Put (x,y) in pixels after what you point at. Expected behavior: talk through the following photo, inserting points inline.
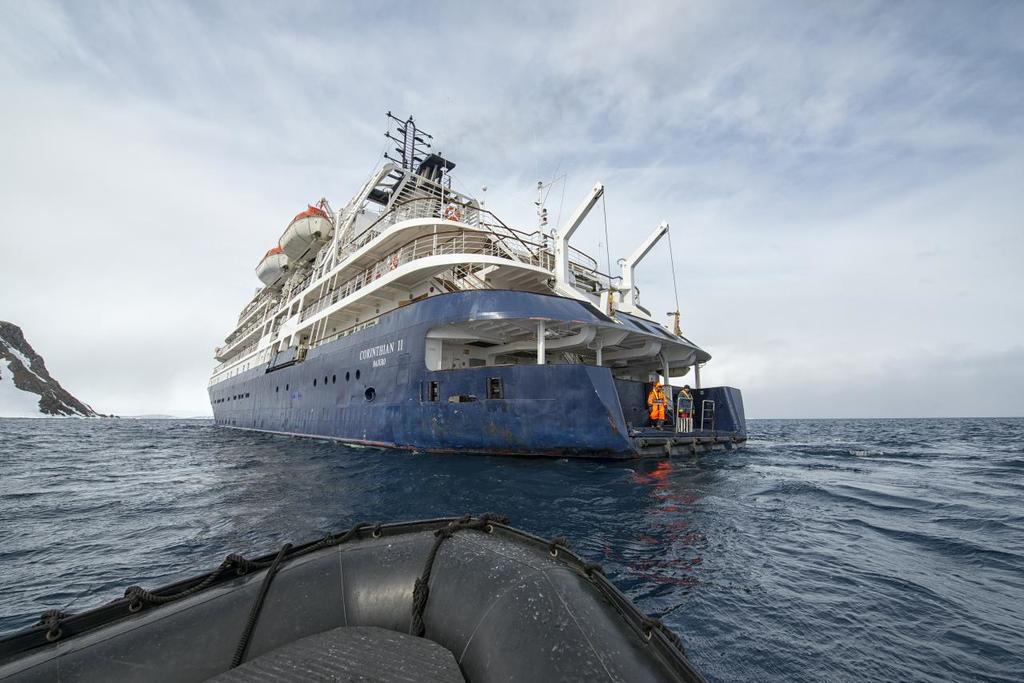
In the picture we can see ship (396,346) which is sailing on water (798,422), there is mountain (23,373) on left side of the picture (25,399) and top of the picture (892,118) there is cloudy sky (725,325).
